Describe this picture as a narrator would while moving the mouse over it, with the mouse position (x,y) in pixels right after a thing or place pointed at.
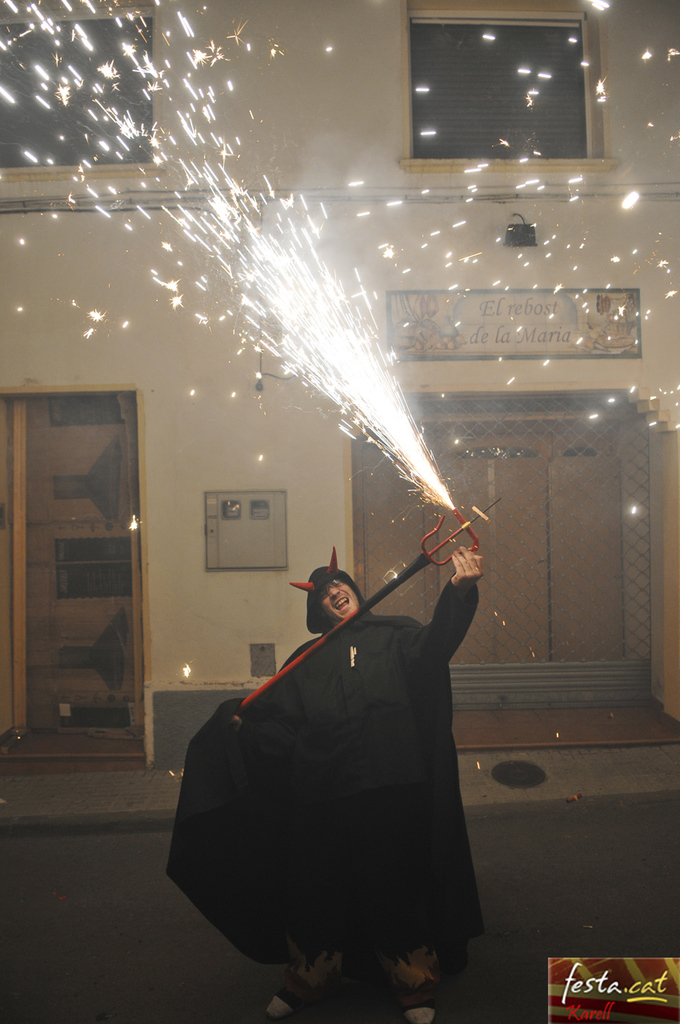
In this image we can see a person (301,850) wearing a black color coat (363,747) and holding a object (450,527) with fire sparkles (389,372). In the background of the image (22,376) there is a building (164,690) with windows (503,135) and door (118,525). At the bottom of the image (84,891) there is floor (142,899). There is a logo (593,965).
